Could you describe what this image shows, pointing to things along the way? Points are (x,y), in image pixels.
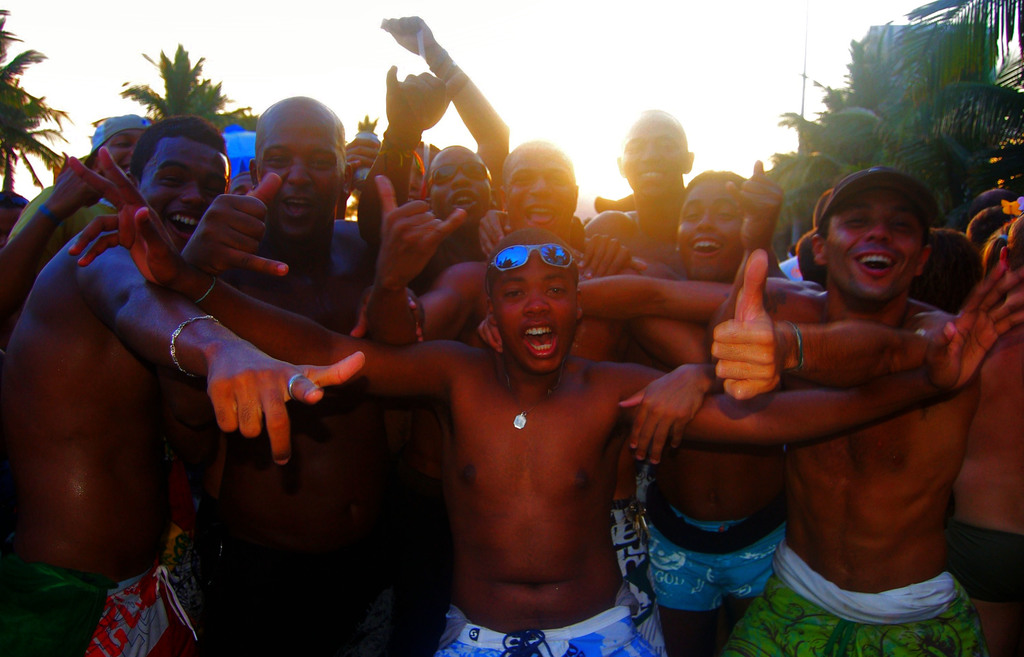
In the front of the image (855,378) there are people (820,325). In the background of the image (727,16) there are trees (995,102) and sky (725,2). Near that person (915,377) there are goggles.
